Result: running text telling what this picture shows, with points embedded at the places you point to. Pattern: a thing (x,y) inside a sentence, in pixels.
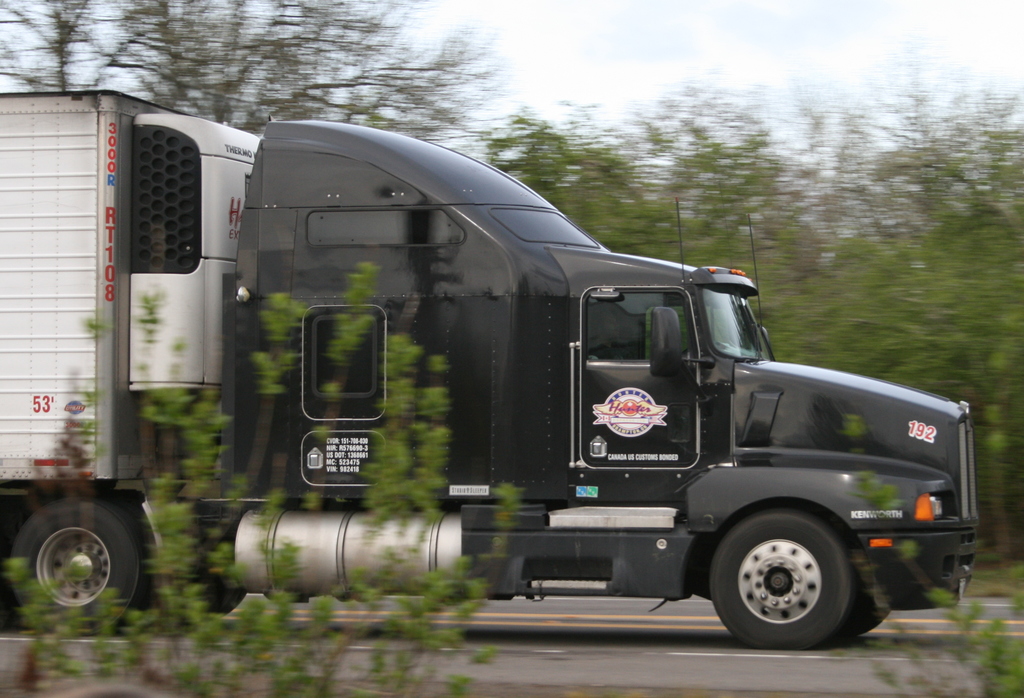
In this picture there is a truck (164,168) on the road (579,625). In the bottom (1000,665) we can see the plants (415,588). In the background (612,179) we can see many trees (840,210). At the top (666,47) we can see sky (819,42) and clouds (857,34).
